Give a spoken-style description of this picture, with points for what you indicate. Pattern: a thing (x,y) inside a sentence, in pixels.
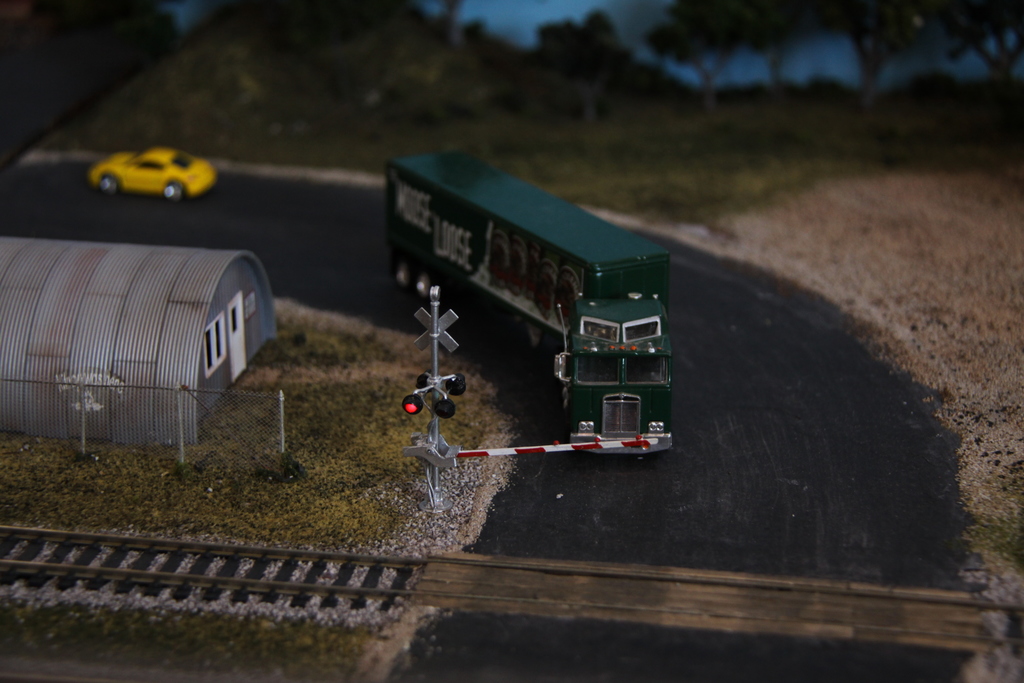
In this image we can see some toys (588,406) containing some vehicles (573,360) on the road (714,433). We can also see a house (257,337) with a roof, a fence (229,420), grass (285,427), a track (783,606), stones (437,536), the traffic lights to a pole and a group of trees (654,78).
